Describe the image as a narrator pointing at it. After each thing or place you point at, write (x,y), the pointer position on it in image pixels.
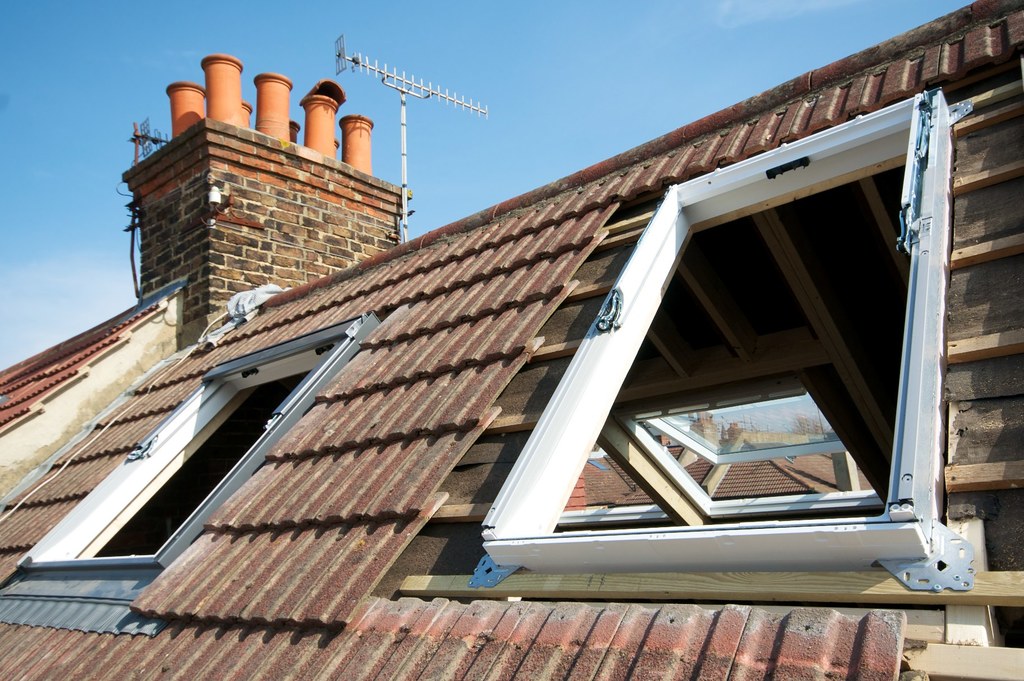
In this image I can see buildings (559,462). There are glass windows (539,477), there is an antenna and in the background (501,100) there is sky (472,48).
